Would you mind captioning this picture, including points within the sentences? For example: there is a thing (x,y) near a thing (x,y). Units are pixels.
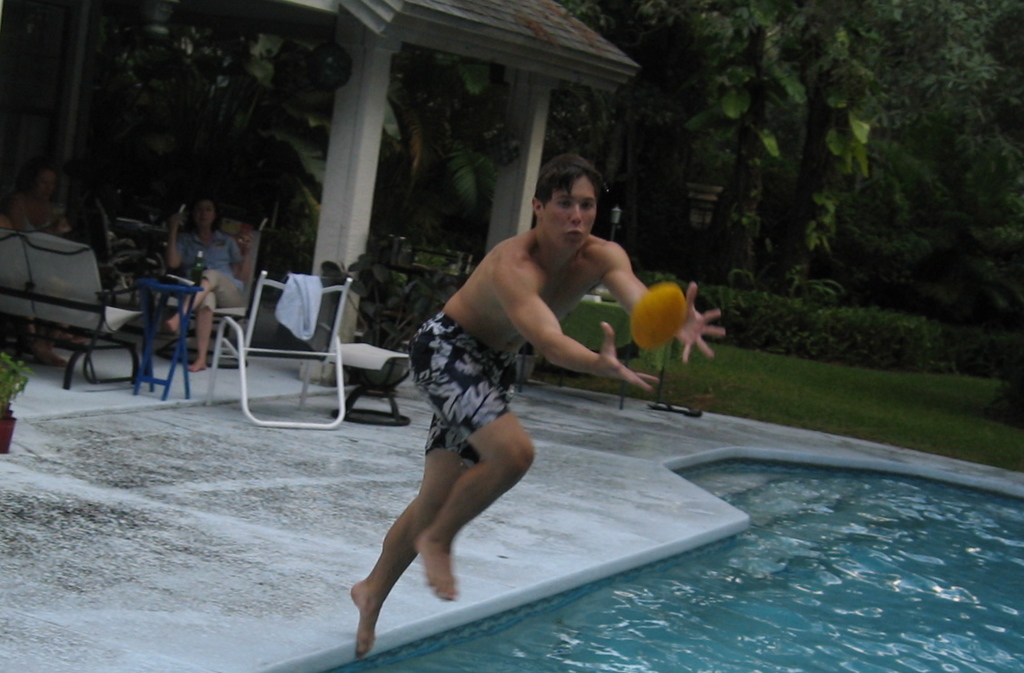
The man (467,359) in the middle of the picture (485,388) is trying to catch the yellow color ball (645,328). At the bottom (773,590), we see the water (790,575) in the swimming pool (652,620). Behind him, we see two women (222,282) are sitting on the chairs (48,280) and we even see the empty chairs (271,337) and a white towel (303,306). Beside them, we see flower pots (375,289) and pillars (346,169). There are trees (637,168), grass (680,382) and shrubs (860,334) in the background (860,334).
